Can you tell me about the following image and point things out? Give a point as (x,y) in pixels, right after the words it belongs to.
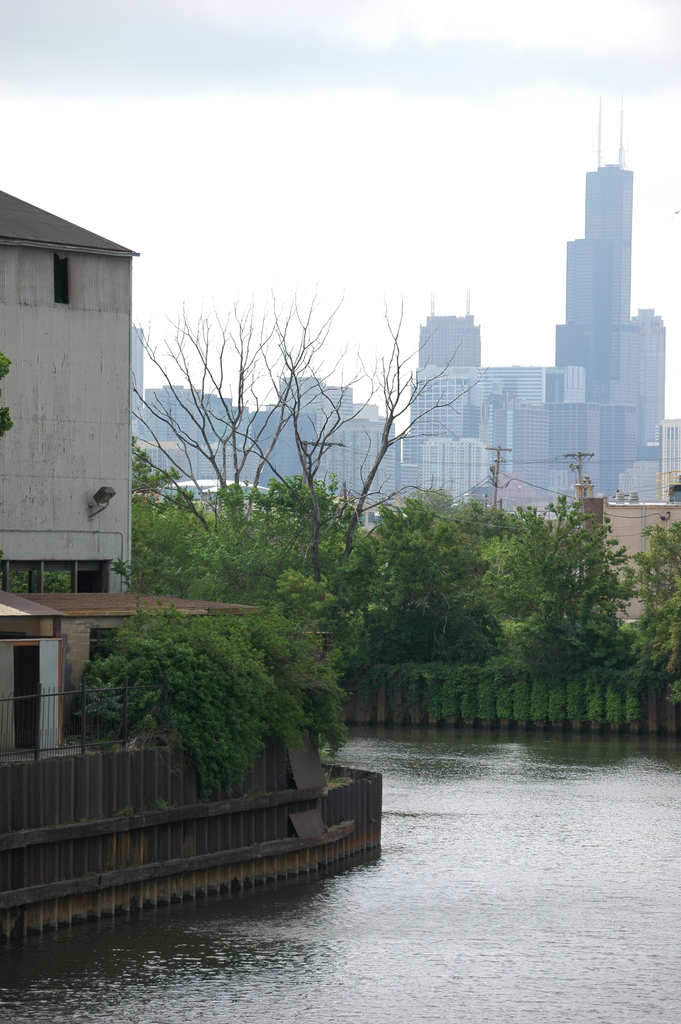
In this image in the left (97,716) there is building (77,565), around it there is fence (120,812). Here there are trees (211,670). In the background (414,553) there are trees (428,575), building (433,448). The sky (476,250) is cloudy. On the ground (473,816) there is water (501,886).
